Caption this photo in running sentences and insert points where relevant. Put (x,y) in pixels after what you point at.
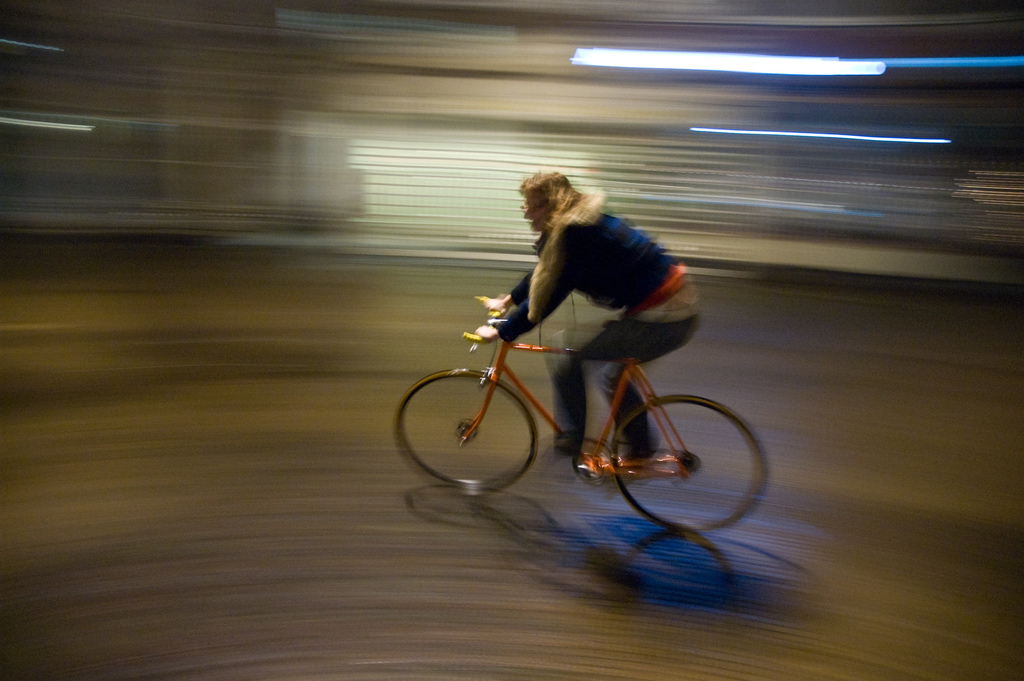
In the middle of the image (681,317) a person (655,272) is riding a bicycle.
